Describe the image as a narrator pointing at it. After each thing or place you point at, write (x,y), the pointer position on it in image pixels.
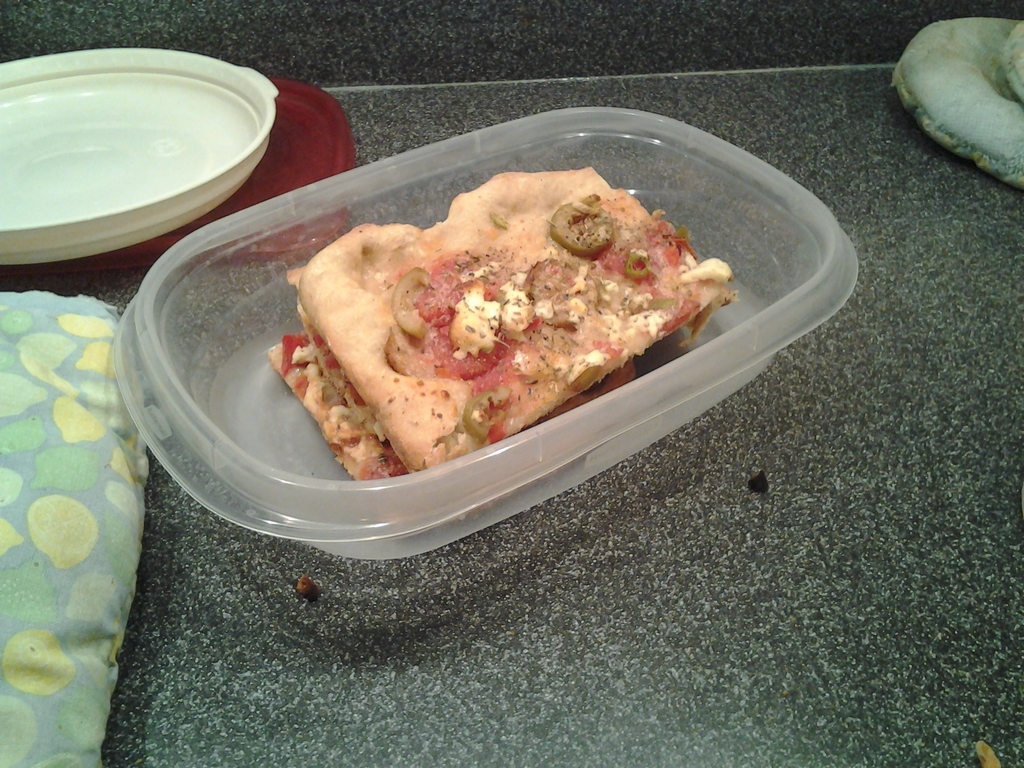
In this picture I can observe some food (469,350) placed in the plastic bowl (209,333). On the left side (148,116) I can observe white color plate (182,197). These are placed on the counter (410,610).
